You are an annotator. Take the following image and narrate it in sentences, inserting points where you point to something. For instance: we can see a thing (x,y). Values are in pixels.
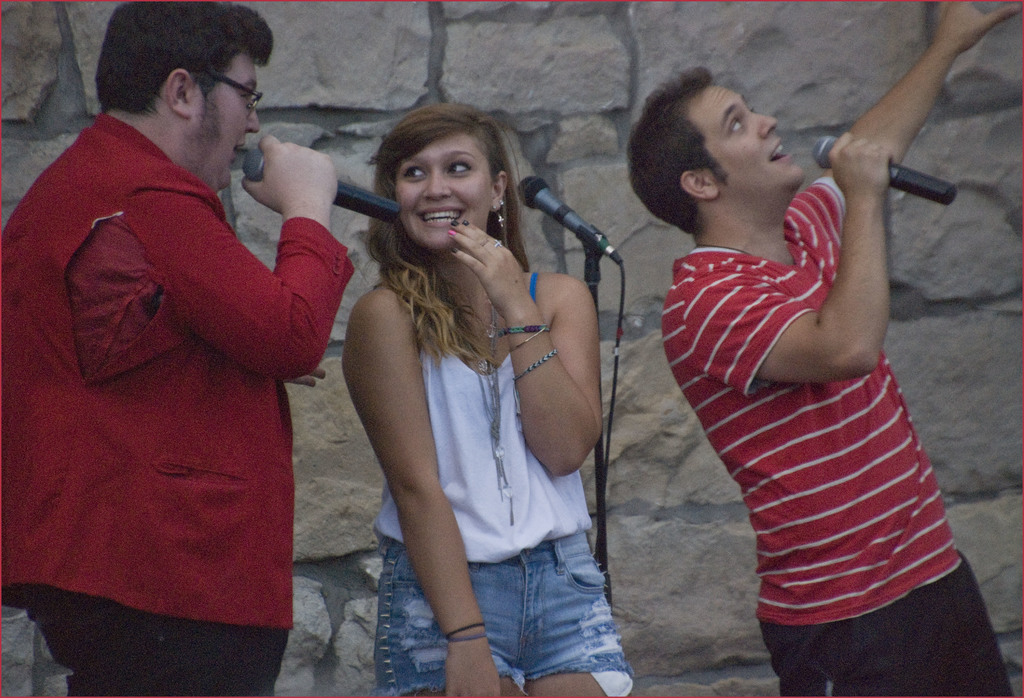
In the image we can see three persons (415,405). The two mans (720,331) were singing and they were holding the microphone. In the center (541,405) the woman (520,391) she is smiling, in front of her we can see microphone (599,230). Coming to the background (522,46) we can see wall (340,157).
